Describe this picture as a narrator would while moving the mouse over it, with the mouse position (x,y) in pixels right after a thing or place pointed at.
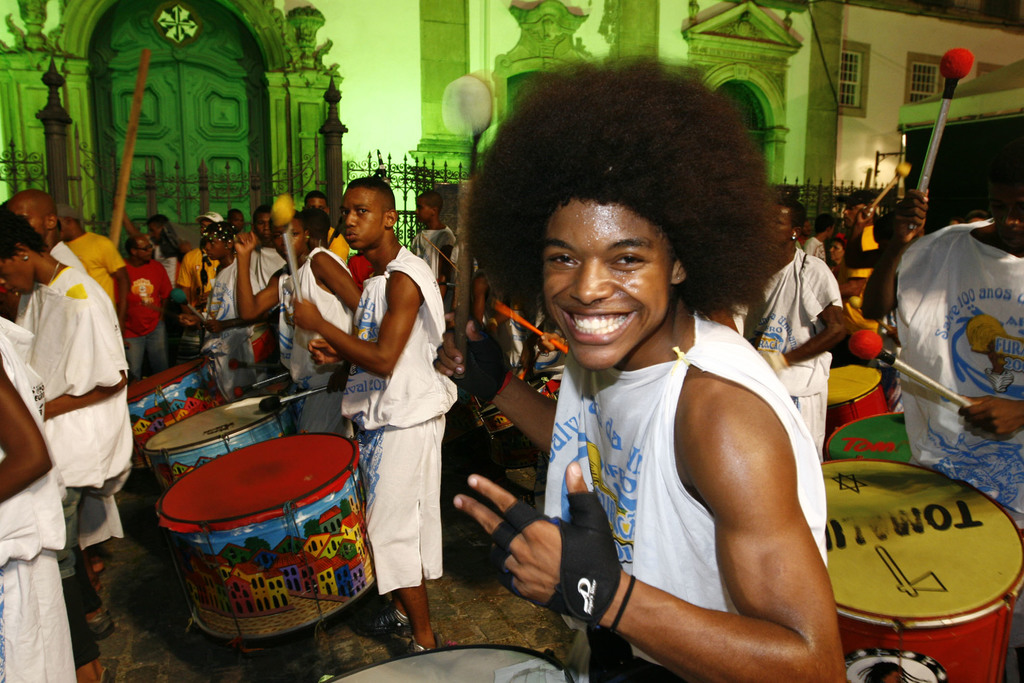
On the background (892,45) we can see a house (871,59) with windows (845,79). This is a door (187,36). We can see all the persons (1,401) standing and playing drums (357,578) In Front of a building (437,95).
